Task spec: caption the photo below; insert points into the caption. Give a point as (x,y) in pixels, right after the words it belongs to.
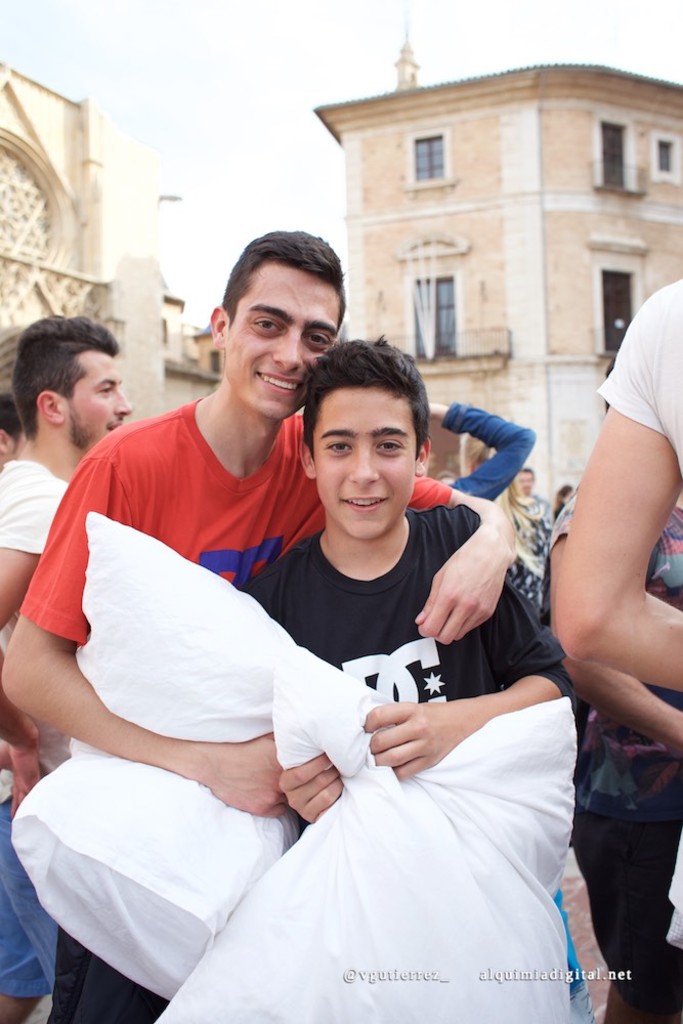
In this image I can see two people (316,547) are standing and holding white color objects (312,709). Back I can see few buildings (441,227), windows (430,159) and few people (653,388). The sky (245,136) is in blue and white color.
